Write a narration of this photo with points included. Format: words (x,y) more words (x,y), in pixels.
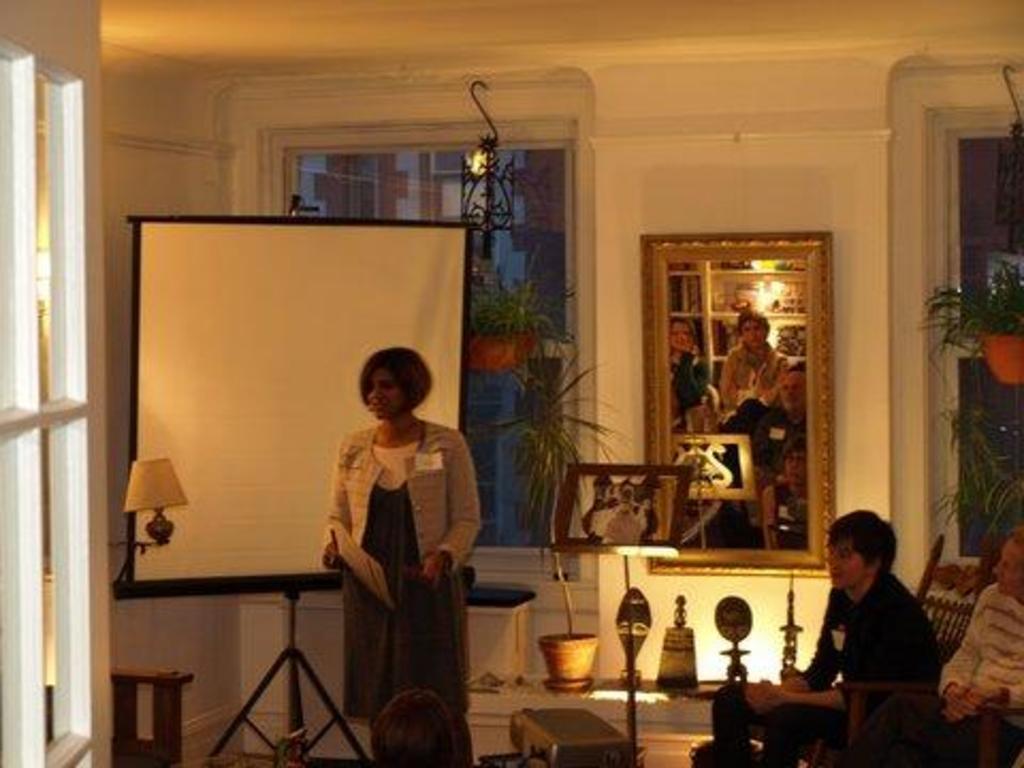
This is an inside view. Here I can see a woman (424,637) standing and looking at the left side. On the right side (828,674) two men (878,671) are sitting and looking at this woman (444,581). At the bottom (416,727), I can see a person's head (411,749). At the back of her there is a board (211,454). In the background (494,363) there are few plants (492,352) and also few metal objects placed on a ledge (479,695). On the left side (32,389) there is a window (22,442). In the background (762,337) there is a mirror (726,316) attached to the wall (741,184). In the mirror (716,397), I can see the reflection (689,385) of four persons (702,389) who are sitting. Beside the mirror (729,371) there is a window (525,235).
